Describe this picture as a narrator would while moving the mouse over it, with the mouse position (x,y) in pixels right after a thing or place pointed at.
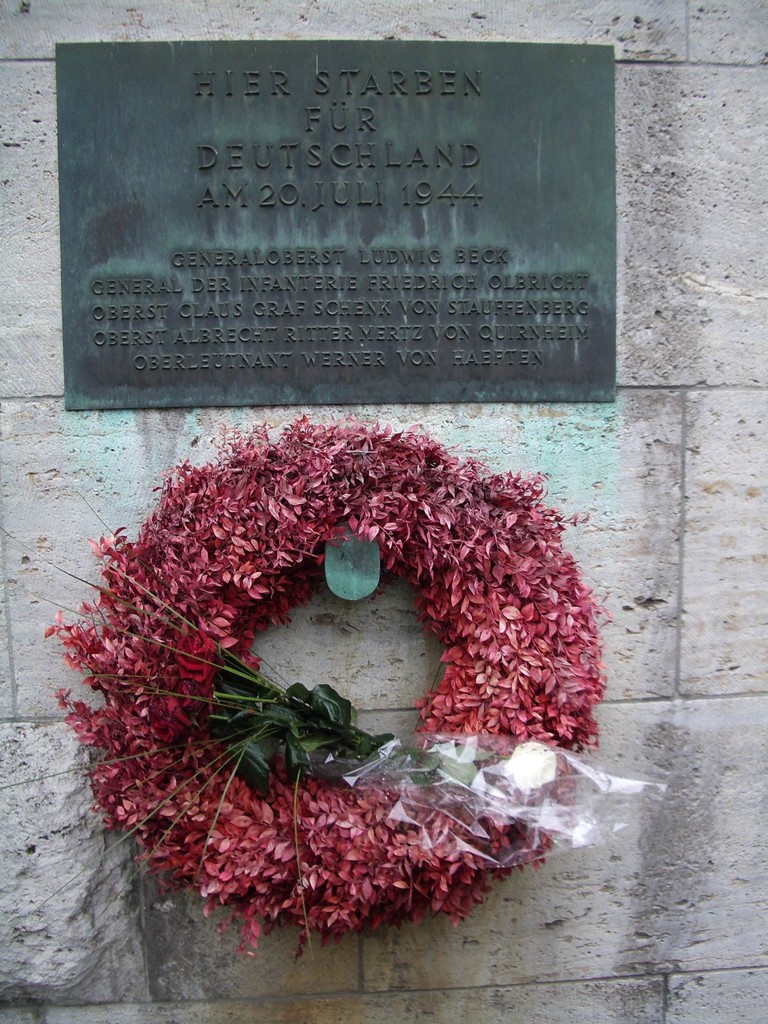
In this image there is a wall (737,305) and we can see a board (380,212) and a garland (311,433) placed on the wall (509,909).
